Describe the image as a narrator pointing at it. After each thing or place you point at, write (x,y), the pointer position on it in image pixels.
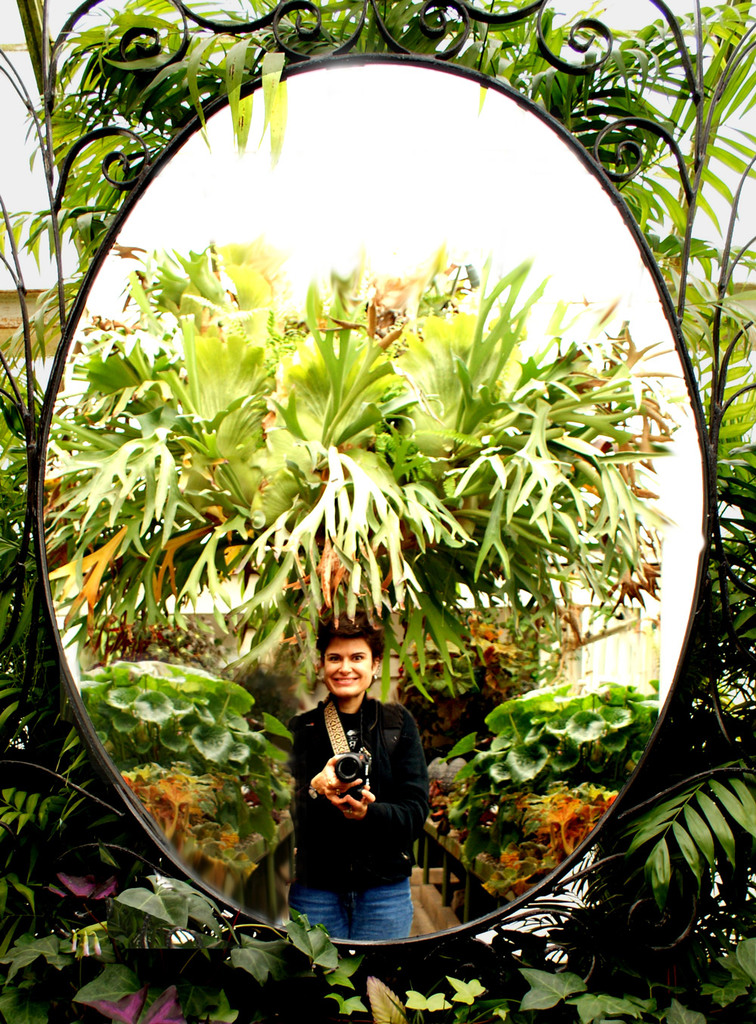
In this picture we can see a mirror (114,299). Behind the mirror (699,593), there are trees (103,82). In the mirror (176,484) we can see the reflection (335,798) of a person (335,798) holding a camera (353,752). Behind the person (336,796), there are plants (281,570) and trees (295,472).
